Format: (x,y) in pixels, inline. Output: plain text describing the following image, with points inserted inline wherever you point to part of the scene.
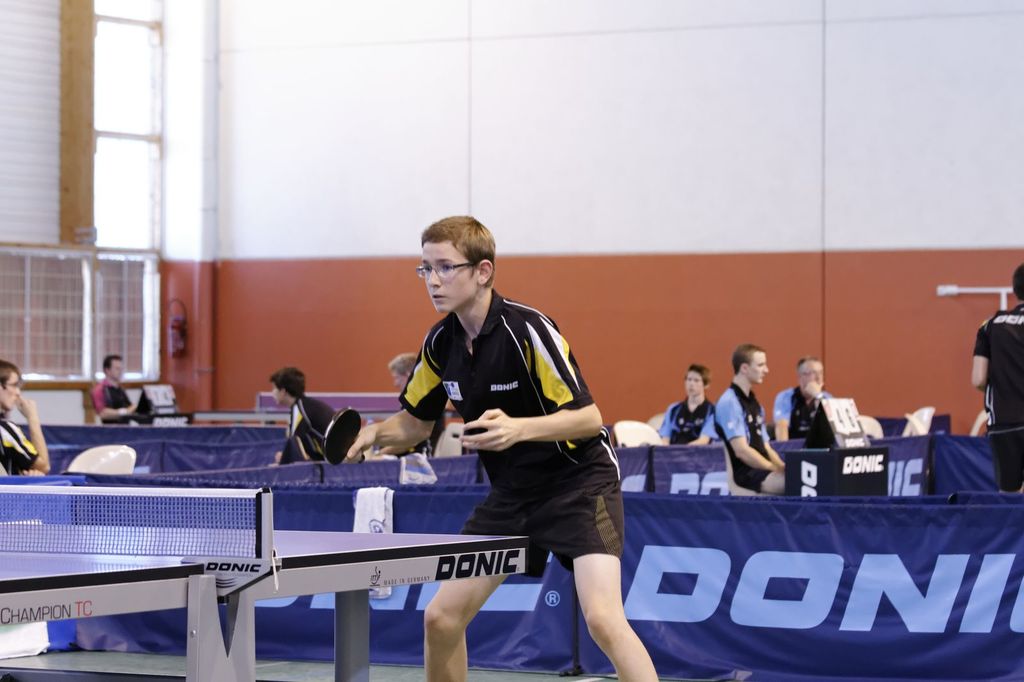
In this image I can see a person (476,446) playing table tennis. There are other people (111,402) at the back (999,425).
